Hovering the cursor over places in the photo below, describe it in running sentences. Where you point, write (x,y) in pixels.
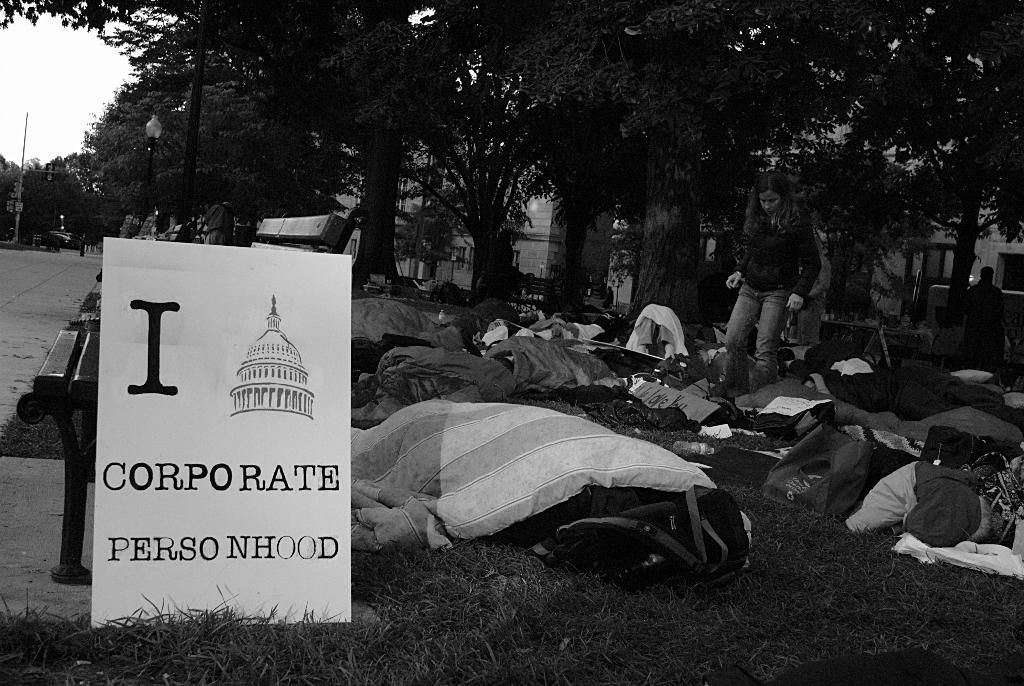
This is a black and white image. In this image, there are so many things (814,413) and objects (663,489) placed on the grass (647,596). On the right side of the image (991,332), we can see two persons (967,332). In the background (954,330), we can see trees (160,168), bench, buildings (627,301) and other objects (920,312). On the left side of the image (265,488), we can see a board (148,523) with text (233,546). Behind the board (267,343), we can see benches (290,233). We can see persons (226,226), poles (24,168), trees (158,195) and the sky (77,93).
